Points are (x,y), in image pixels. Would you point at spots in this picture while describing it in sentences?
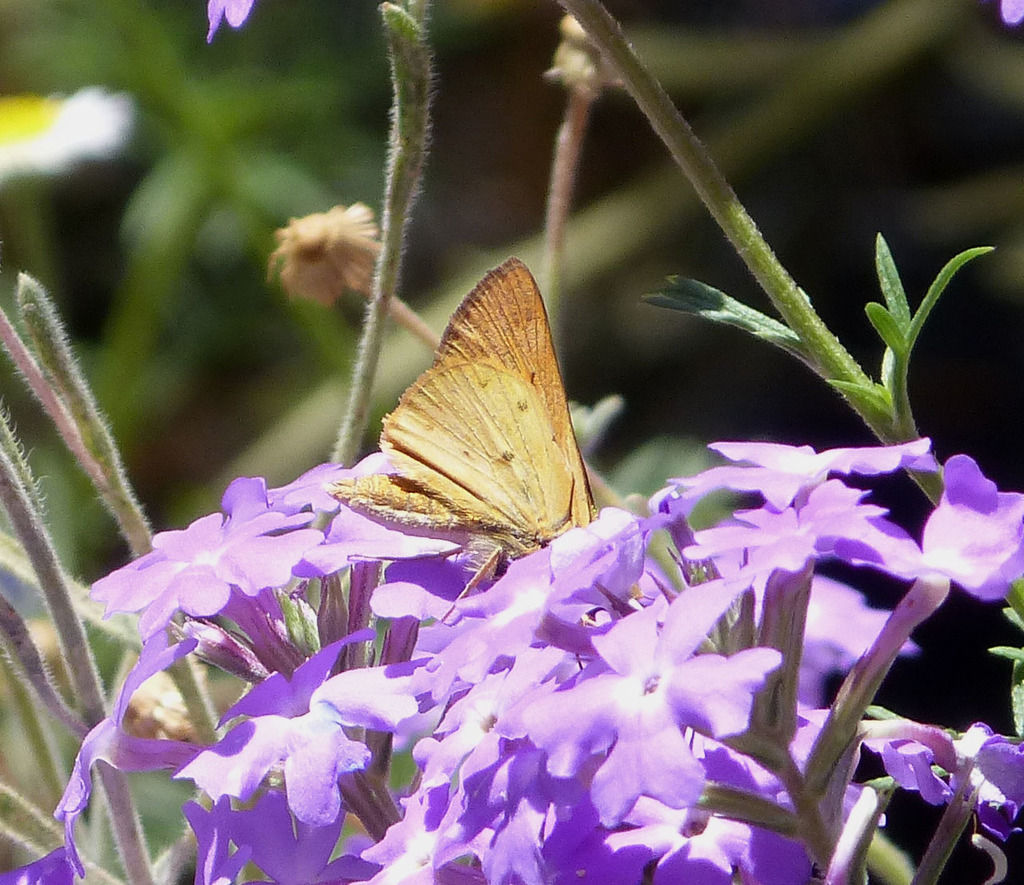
It is a butterfly (454,504) on the lavender flowers (564,693).
